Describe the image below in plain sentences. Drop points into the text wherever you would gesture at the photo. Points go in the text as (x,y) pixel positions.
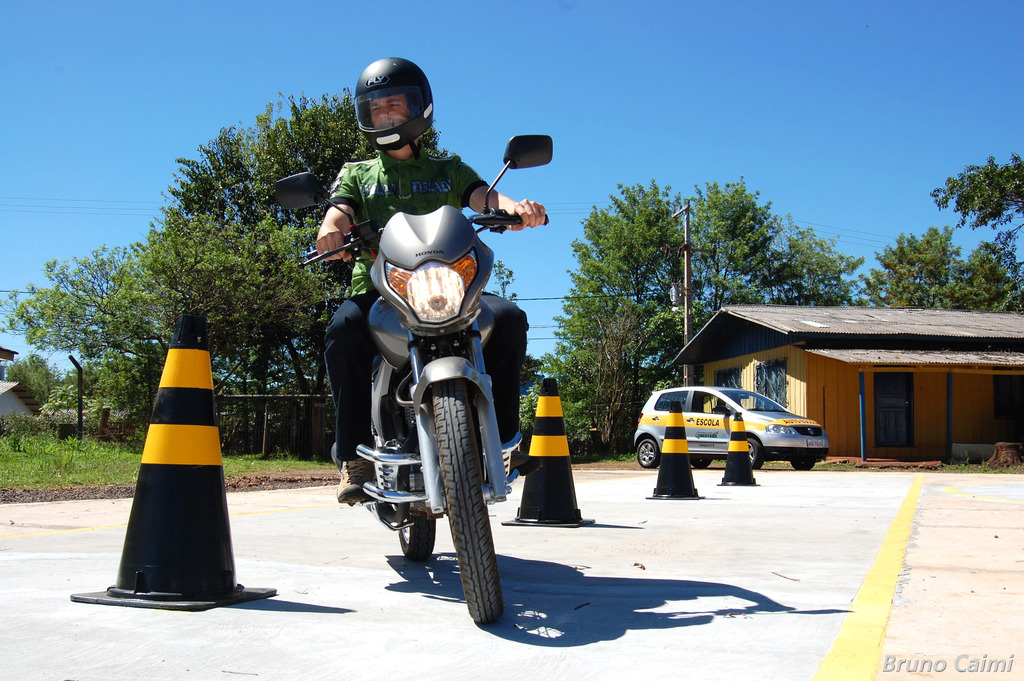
In the image we can see there is a person (411,198) sitting on the motorcycle (429,295) and he is wearing helmet (389,94). There are traffic cones (560,432) kept on the road (762,481) and behind there is a building (851,373). At the back (74,467) there is a ground (119,447) covered with grass (71,454) and there are trees (746,262). There is a clear sky (527,81).
